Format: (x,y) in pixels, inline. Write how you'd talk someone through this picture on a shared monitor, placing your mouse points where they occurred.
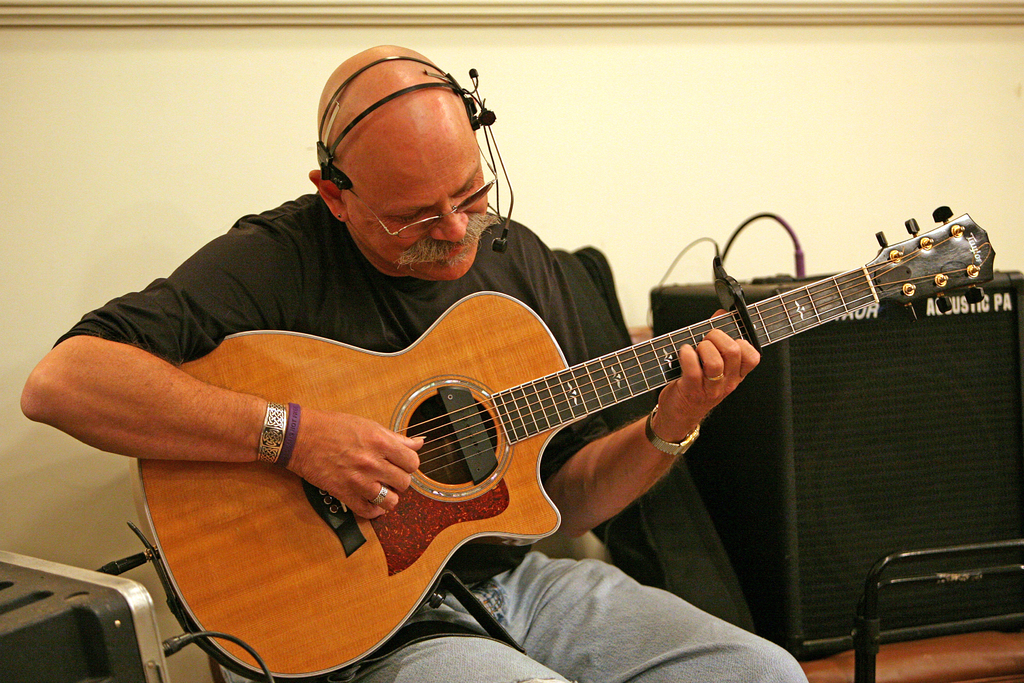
In this picture we can see man (332,301) wore spectacle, headset (447,78) holding guitar (881,268) in his hand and playing it sitting on chair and beside to him we can see speakers (907,415), wires (96,570) and in background (263,124) we can see wall (666,92).
